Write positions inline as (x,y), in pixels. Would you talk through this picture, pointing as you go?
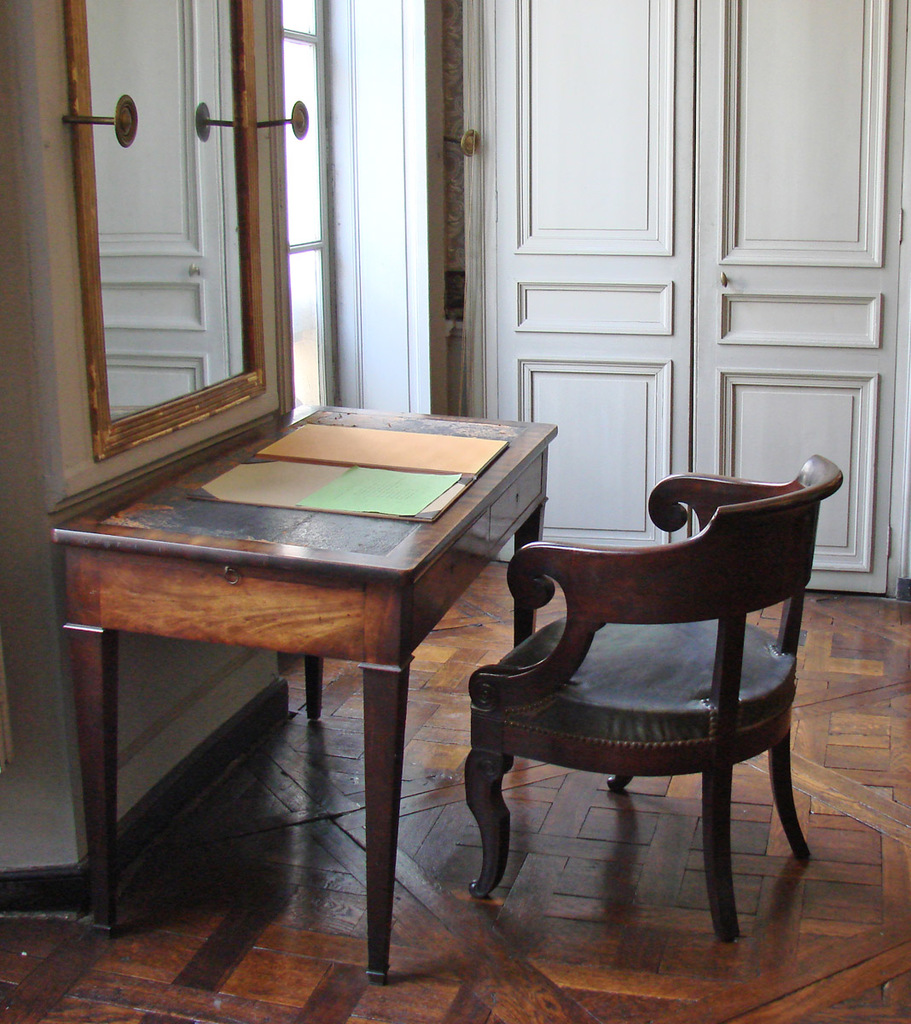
In this image there is a table (308,530) and a chair (632,718) on a floor (405,911), in the background (90,417) there are walls (2,784), for that walls (219,430) there are doors (592,274) and a mirror (115,364).
